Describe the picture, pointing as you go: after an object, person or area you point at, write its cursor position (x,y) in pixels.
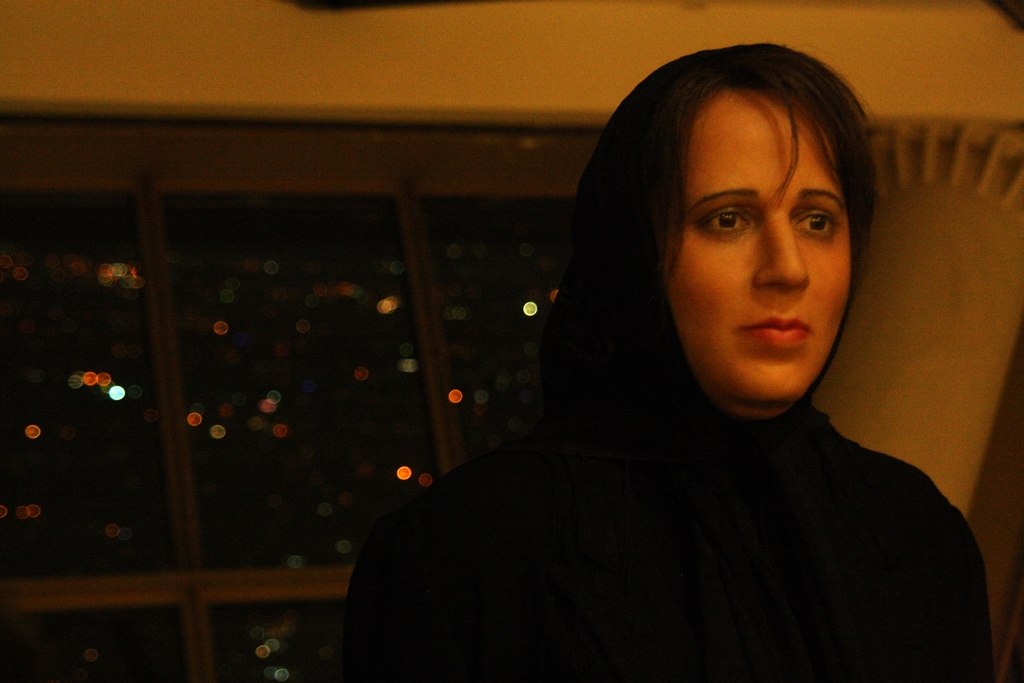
In this image I can see a woman (691,407) wearing black colored dress (681,533). In the background (602,71) I can see the wall (600,65) and the window (244,405) through which I can see few lights (270,411).
